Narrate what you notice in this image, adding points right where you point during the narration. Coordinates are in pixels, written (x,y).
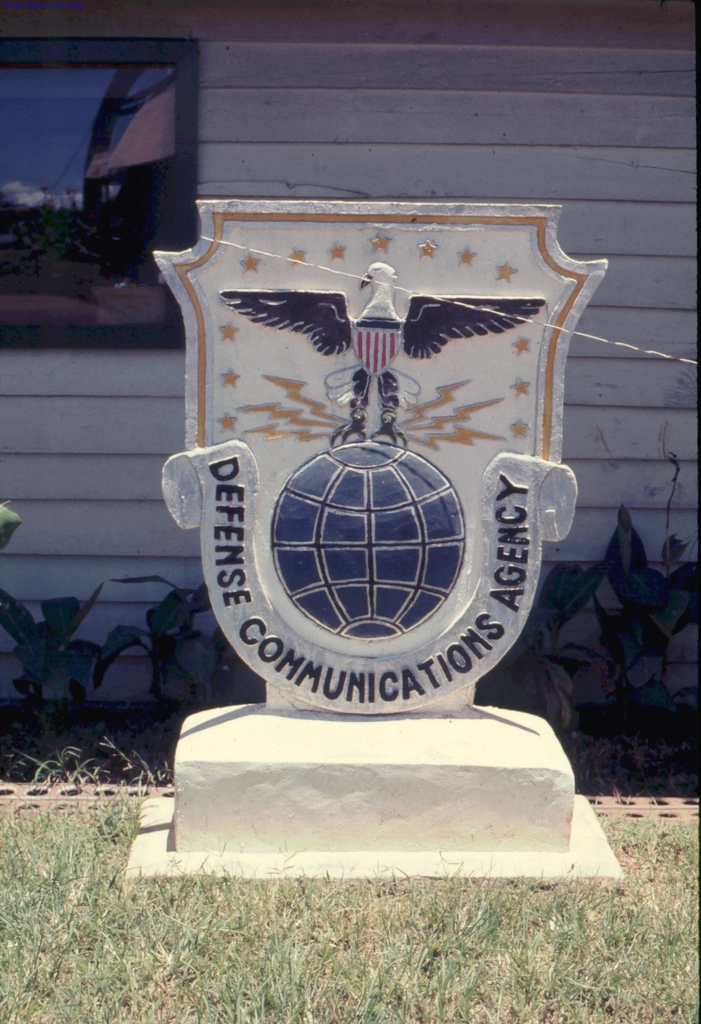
In this image we can see a memorial stone (430,561). On the stone (430,528) we can see some text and design (314,573). Behind the stone (258,723) we can see few plants (27,652) and a wall (416,124). On the left side (74,212), we can see a frame (129,274). In the frame (95,218) we can see trees (59,242), house (122,163) and the sky (49,146). At the bottom (435,928) we can see the grass (435,928).
